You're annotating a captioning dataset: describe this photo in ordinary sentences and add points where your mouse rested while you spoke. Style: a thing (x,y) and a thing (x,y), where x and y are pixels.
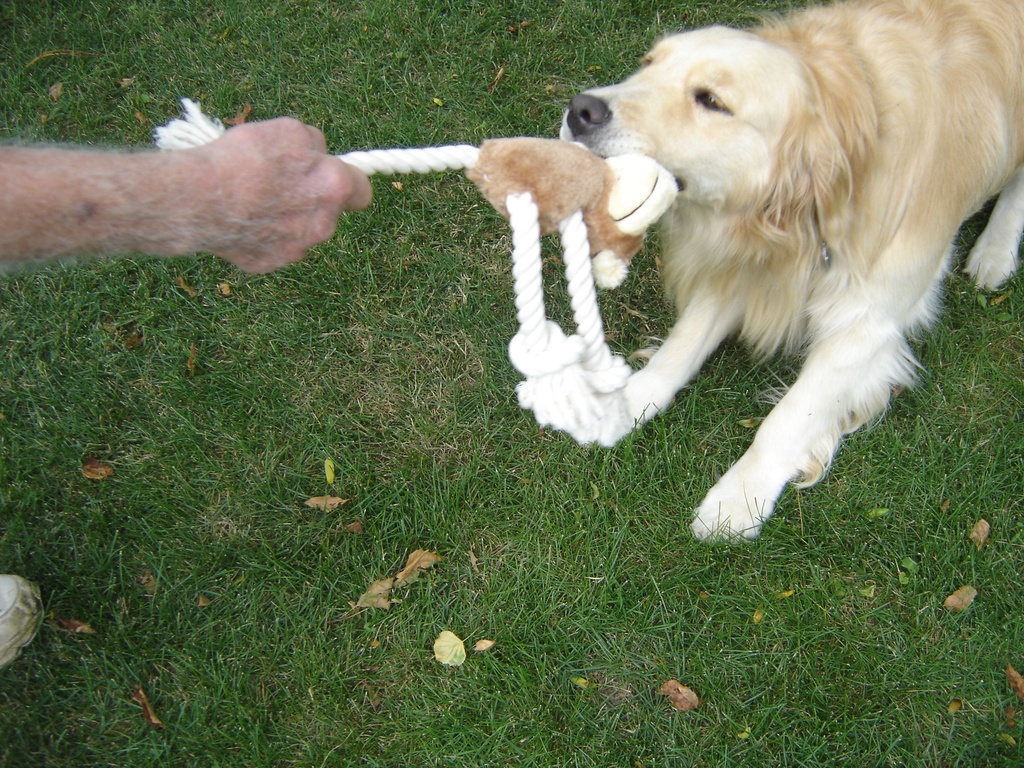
Land (416,177) is covered with grass (448,370). A person (217,195) and dog (709,86) is holding this toy (647,180).
